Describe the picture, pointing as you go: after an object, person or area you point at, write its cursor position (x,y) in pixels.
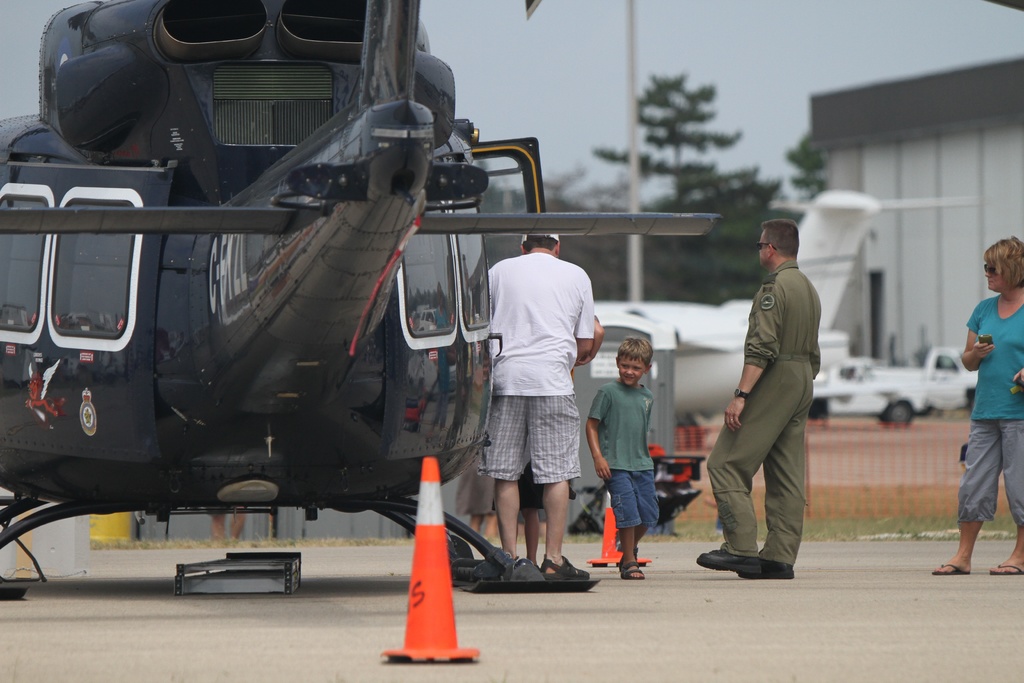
On the left side of the image (199,457) there is a helicopter (263,308). In the center (567,339) there are people (780,397). The lady (984,362) standing on the right (985,365) is holding a mobile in her hand (990,350). In the background (921,392) there are vehicles (722,386). At the bottom (413,636) there is a traffic cone (427,652). In the background (962,184) there is a shed (966,212), trees (750,186), pole (636,193) and sky (700,57).
